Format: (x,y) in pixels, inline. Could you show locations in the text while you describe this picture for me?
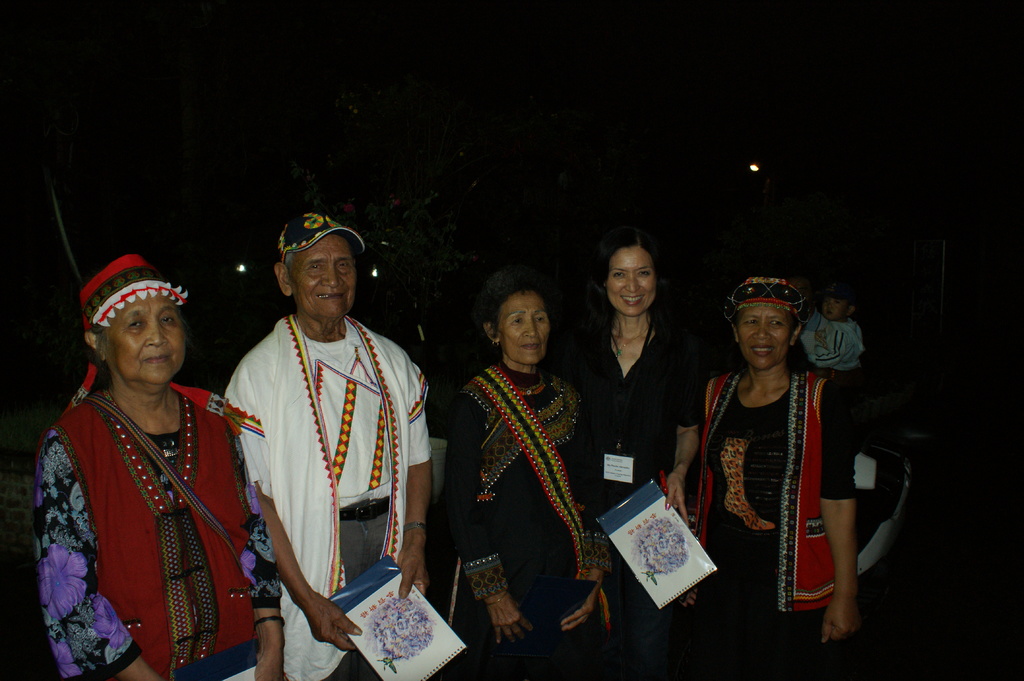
There are people (582,481) standing and these two people (343,638) holding books (640,492). In the background (578,204) it is dark and we can see lights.
